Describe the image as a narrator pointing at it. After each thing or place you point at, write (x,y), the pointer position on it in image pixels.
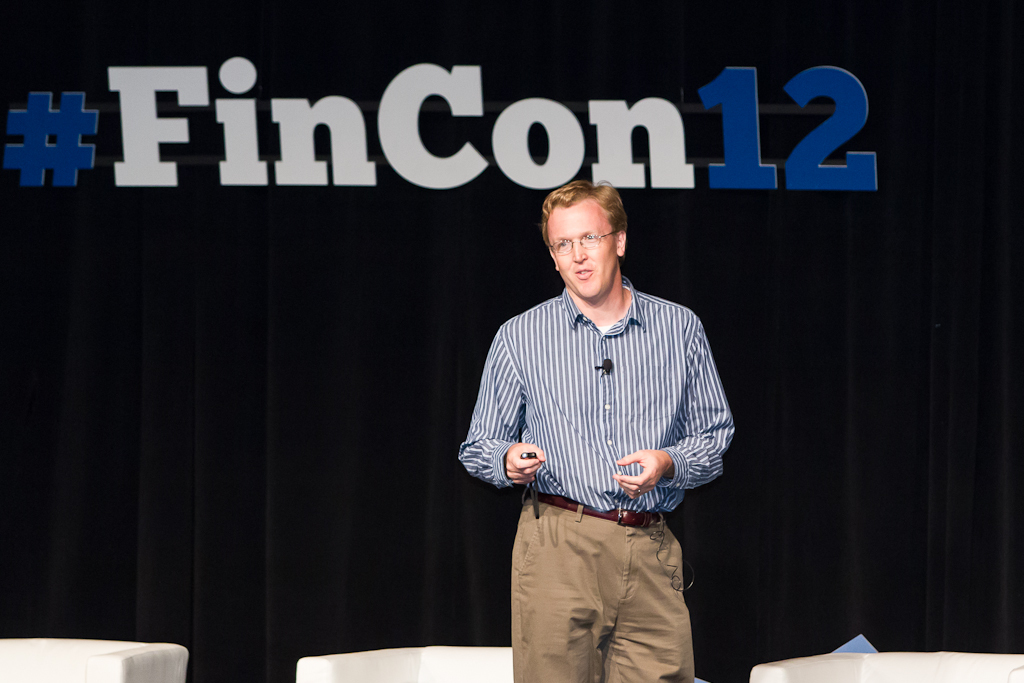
In this picture we can see the man (573,456) wearing blue color shirt (653,431) with brown pant (535,607) is giving a speech on the stage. Behind there is a black color curtain (238,404).
